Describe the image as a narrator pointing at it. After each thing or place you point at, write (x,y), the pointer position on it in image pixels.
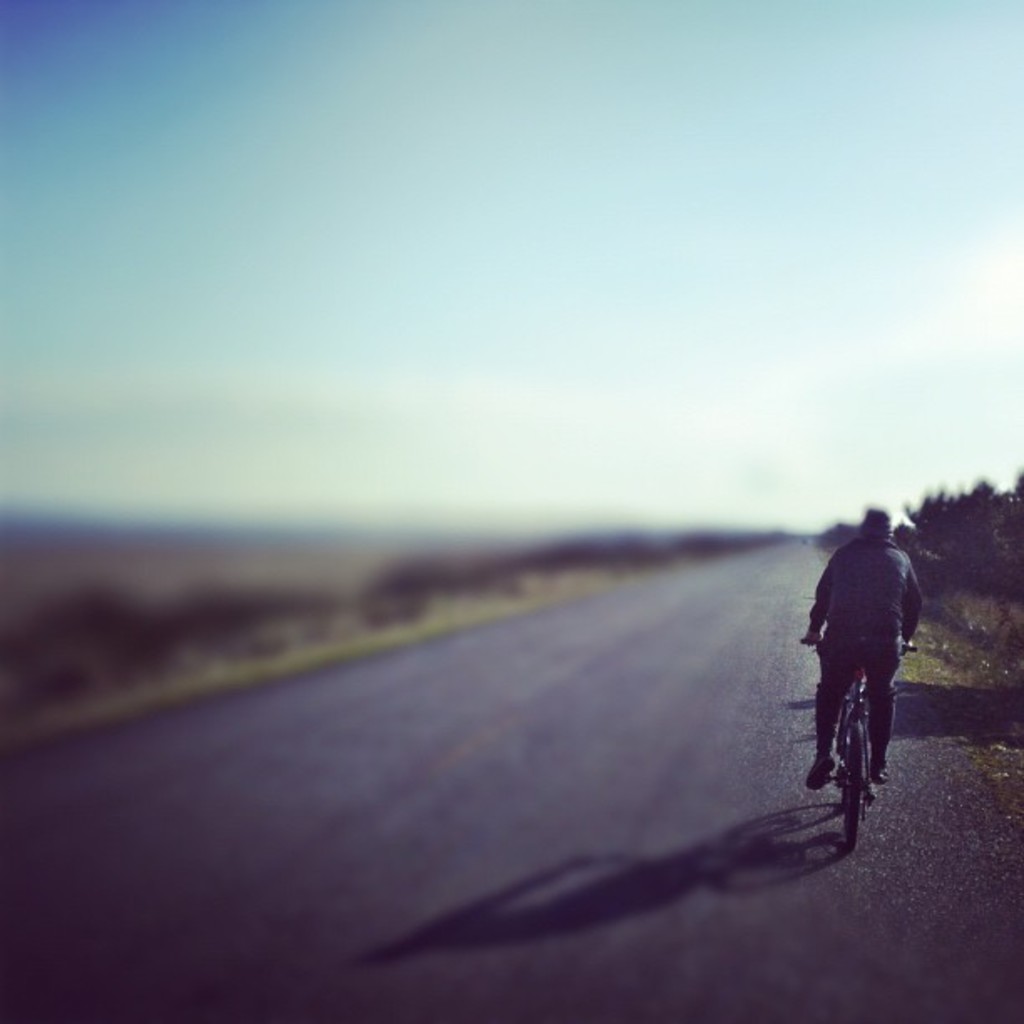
In this image there is a person (879,683) sitting on the bicycle (862,704) and riding on the road (565,763). Right side (991,584) there are few trees (978,520). Top of the image (447,198) there is sky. Left side of the image (255,572) is blur.
